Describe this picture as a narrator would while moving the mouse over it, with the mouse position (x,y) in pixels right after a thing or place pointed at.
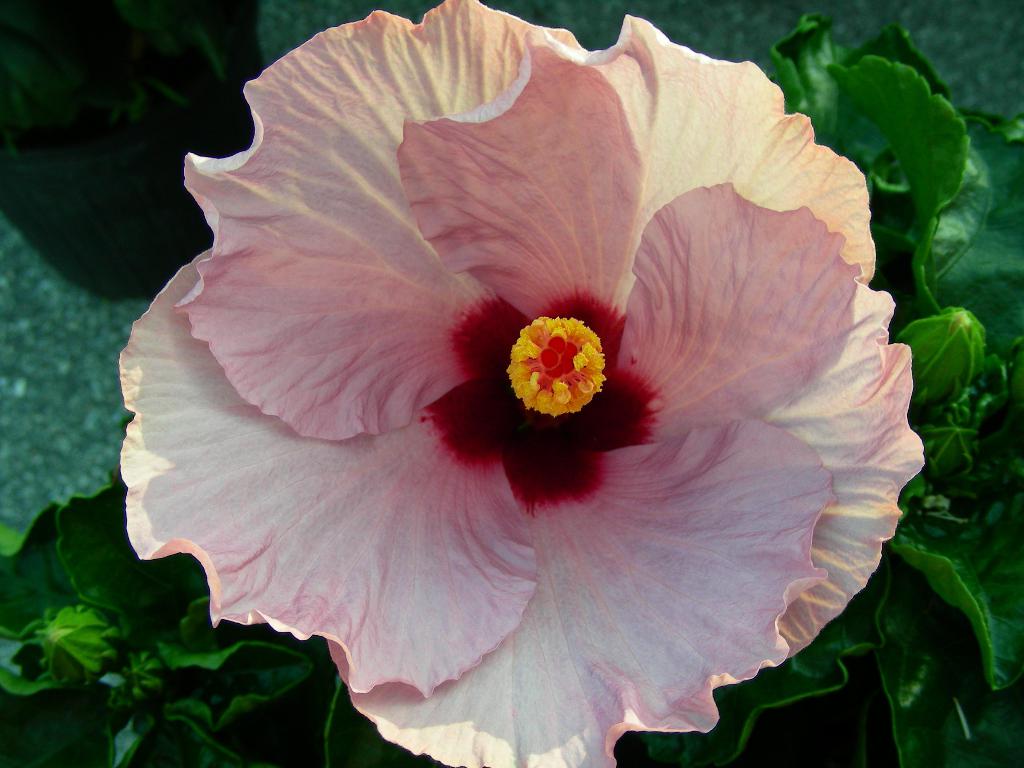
In this image I can see the pink color flower (482,368) to the green color plant (62,668).
